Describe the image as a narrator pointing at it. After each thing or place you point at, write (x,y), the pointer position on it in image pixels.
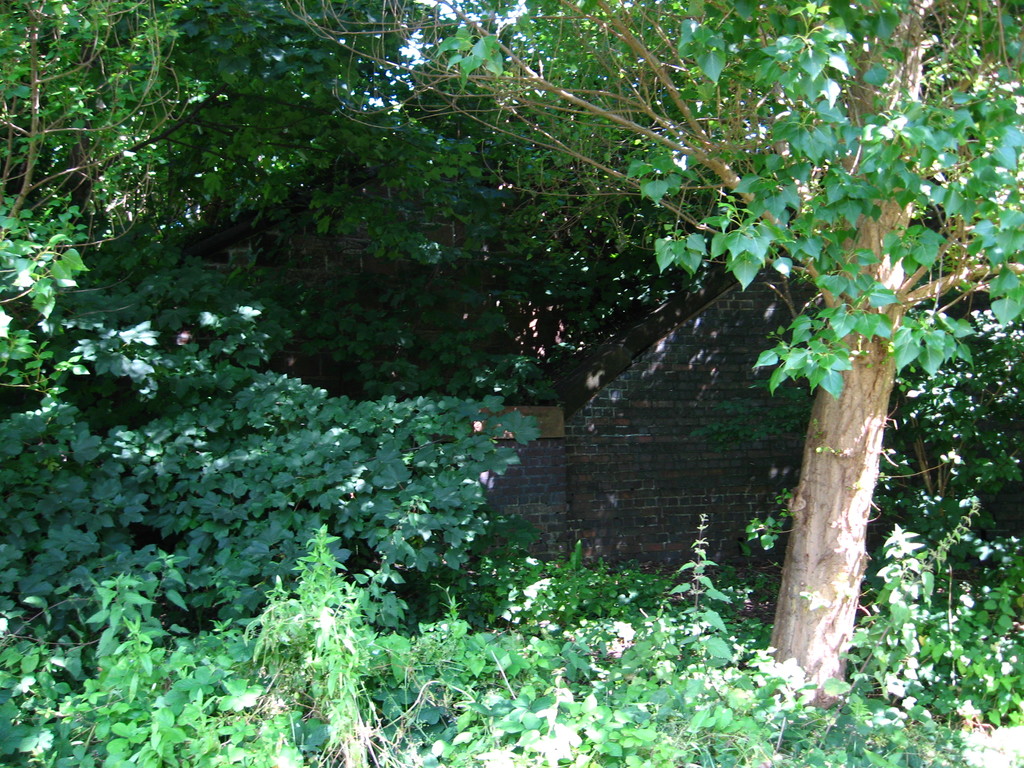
There are a lot of trees (594,179) and plants (494,663) in an area (267,574) and in between them a wall (625,392) made up of bricks (704,463).
